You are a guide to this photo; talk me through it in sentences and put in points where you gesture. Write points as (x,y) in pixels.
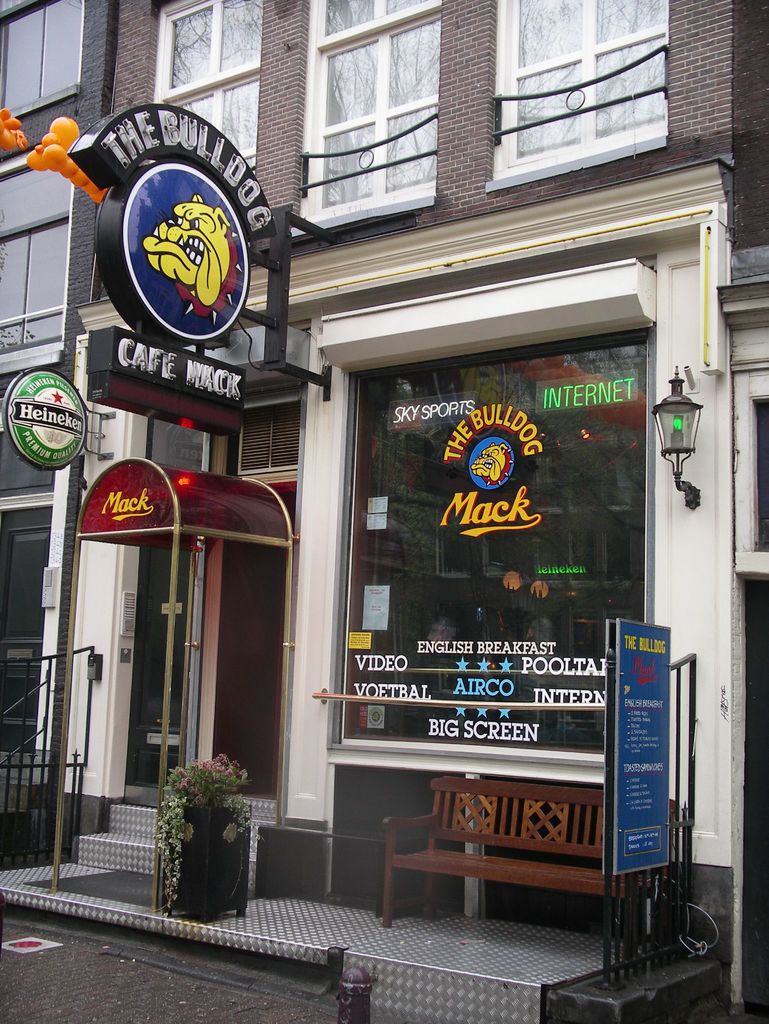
in this image the building (113,671) is there the outside the building (285,771) something is there like chair (566,877), light (677,428) and some posters (623,753) and pot (234,840) with plant (216,782) and the back ground is building (536,169).
